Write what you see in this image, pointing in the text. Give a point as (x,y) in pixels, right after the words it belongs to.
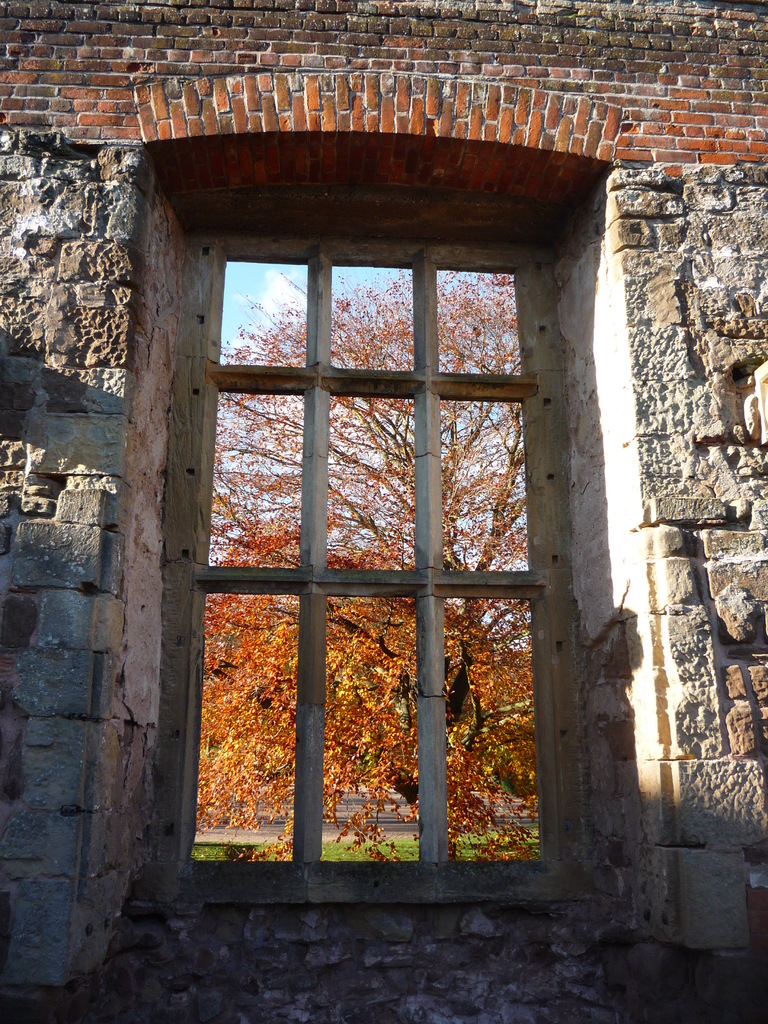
In this picture we can see the wall (170,405). Through the window (555,715) we can see a tree (522,617) and green grass (464,847) at the bottom (395,847).
